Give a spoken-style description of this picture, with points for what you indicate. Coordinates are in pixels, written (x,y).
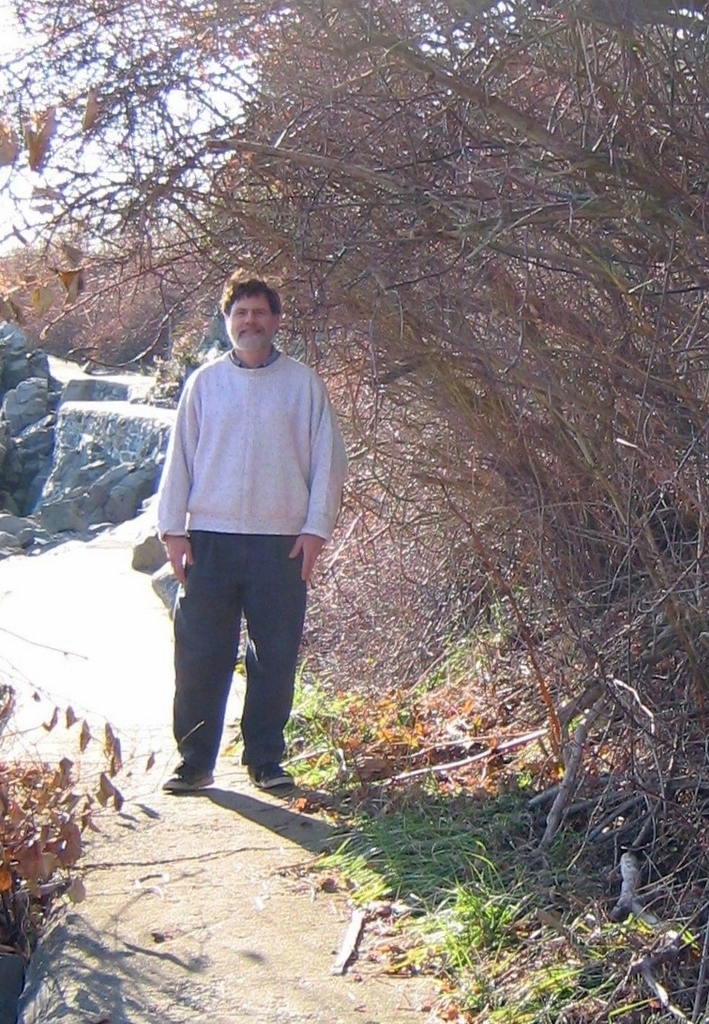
In this image in the middle (239,525), there is a man (208,464), he wears a sweater (248,520), trouser (265,697), shoes (262,767). In the middle (352,653) there are trees (443,583), plants (80,813), grass (480,843), and, stones (152,390) and sky (220,107).
